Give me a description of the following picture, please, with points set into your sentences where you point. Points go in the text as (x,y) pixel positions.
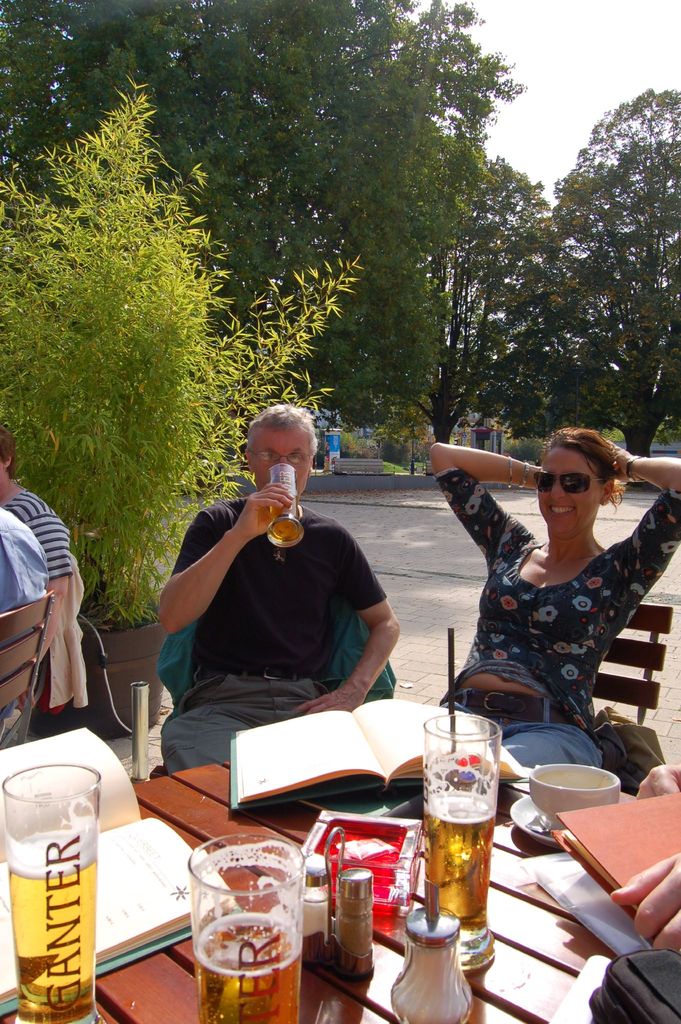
In this picture two people (587,680) are sitting in a chair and one of them is drinking a beer (288,538) and a table (205,777) is in front of them with food items (352,886) and books (419,785).
